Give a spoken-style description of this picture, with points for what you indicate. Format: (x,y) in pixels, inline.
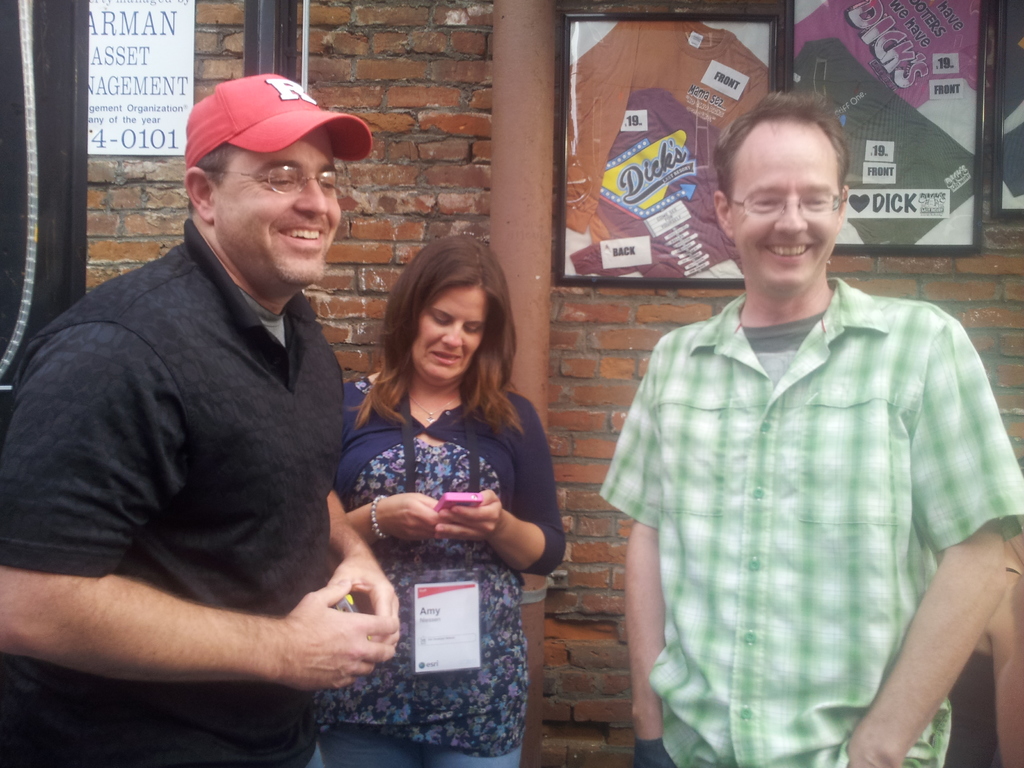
In this picture I can see there are three persons (508,527) standing and they are smiling. In the backdrop (484,223) I can see there is a wall (108,181) with photo frames (597,180).
